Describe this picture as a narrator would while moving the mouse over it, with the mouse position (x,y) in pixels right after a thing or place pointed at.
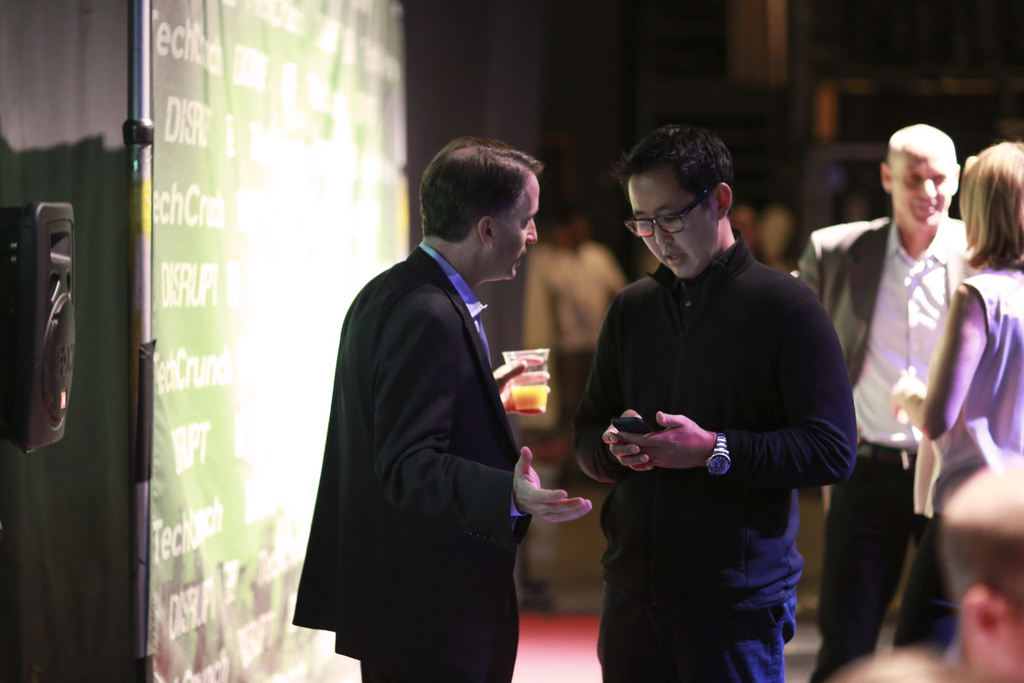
In this image in the front (703,434) there are persons (527,451) standing. On the left side (236,331) there is a banner (230,308) with some text (229,348) written on it and there is a speaker (49,325). In the front (494,454) on the left side (336,553) there is a man (497,408) holding a glass (519,398) and standing. On the right side (730,408) there is a person (688,478) standing and holding a mobile phone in his hand (659,462). In the background (868,289), on the right side (888,283) there are persons (933,316) standing and having conversations with each other.
